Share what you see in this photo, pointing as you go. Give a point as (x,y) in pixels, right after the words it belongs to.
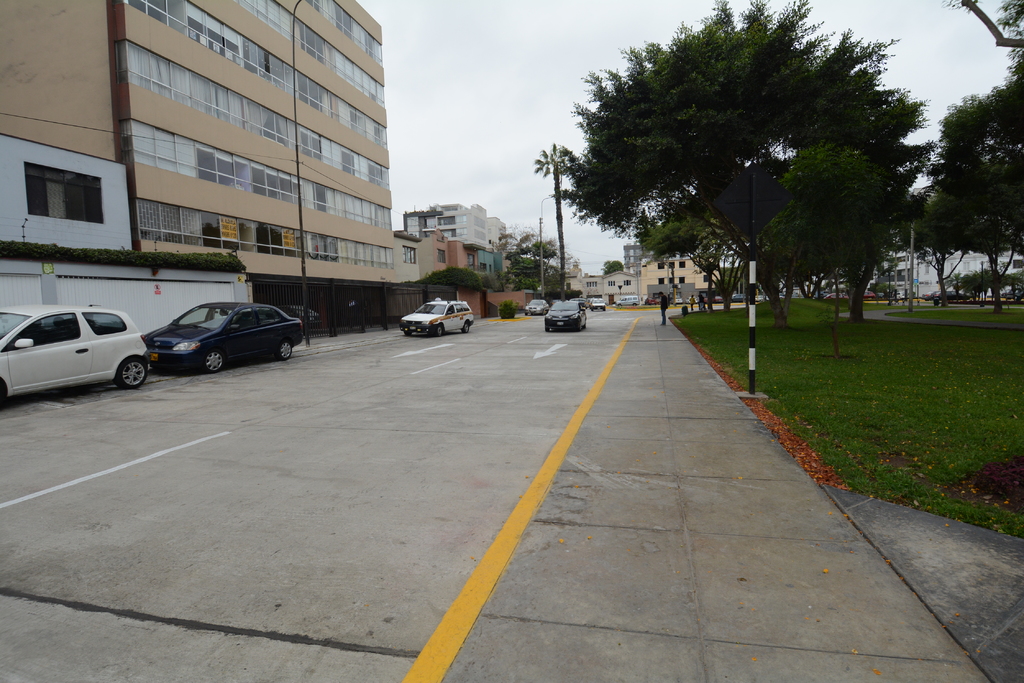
In this image we can see cars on the road (296,418). On the right side of the image (845,415), we can see grassy land (809,333), poles (752,379), trees (802,275) and buildings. On the left side of the image (116,223), we can see buildings (302,199) and poles (304,272). At the top of the image (525,35), we can see the sky (920,46).
